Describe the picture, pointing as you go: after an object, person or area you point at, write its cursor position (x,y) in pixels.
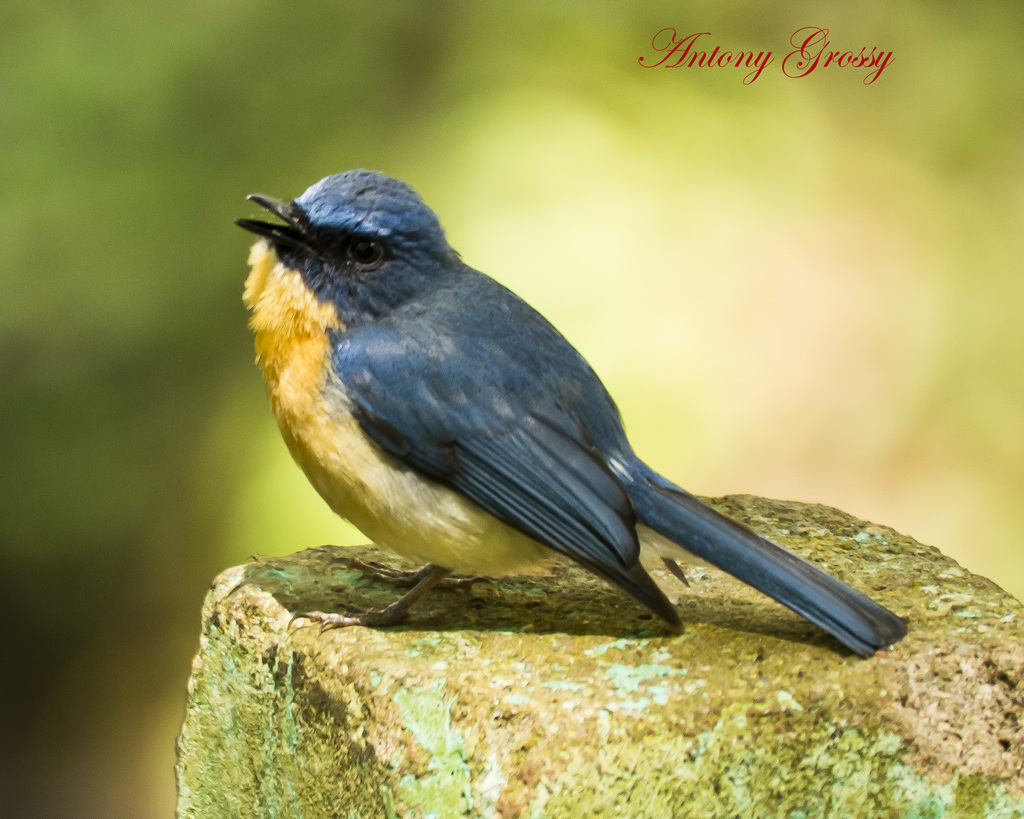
In this image I see a bird (313,248) which is of blue and yellow in color and it is on this stone (814,779) and I see the watermark (667,66) over here and I see that it is blurred in the background (931,240).
